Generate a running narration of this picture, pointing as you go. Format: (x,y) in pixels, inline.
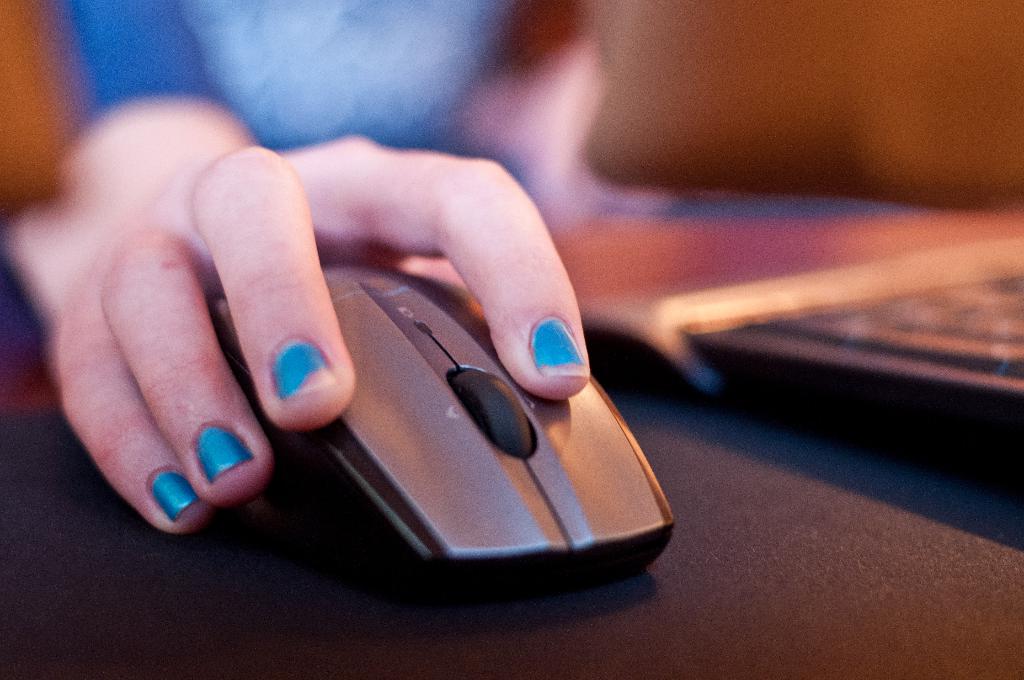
In the foreground of this image (467,340), there is a person's hand (283,341) on a mouse (378,431). On the right (782,337), there is a laptop (785,322) on the black surface (818,494). At the top (325,42), there is a person (341,35).
